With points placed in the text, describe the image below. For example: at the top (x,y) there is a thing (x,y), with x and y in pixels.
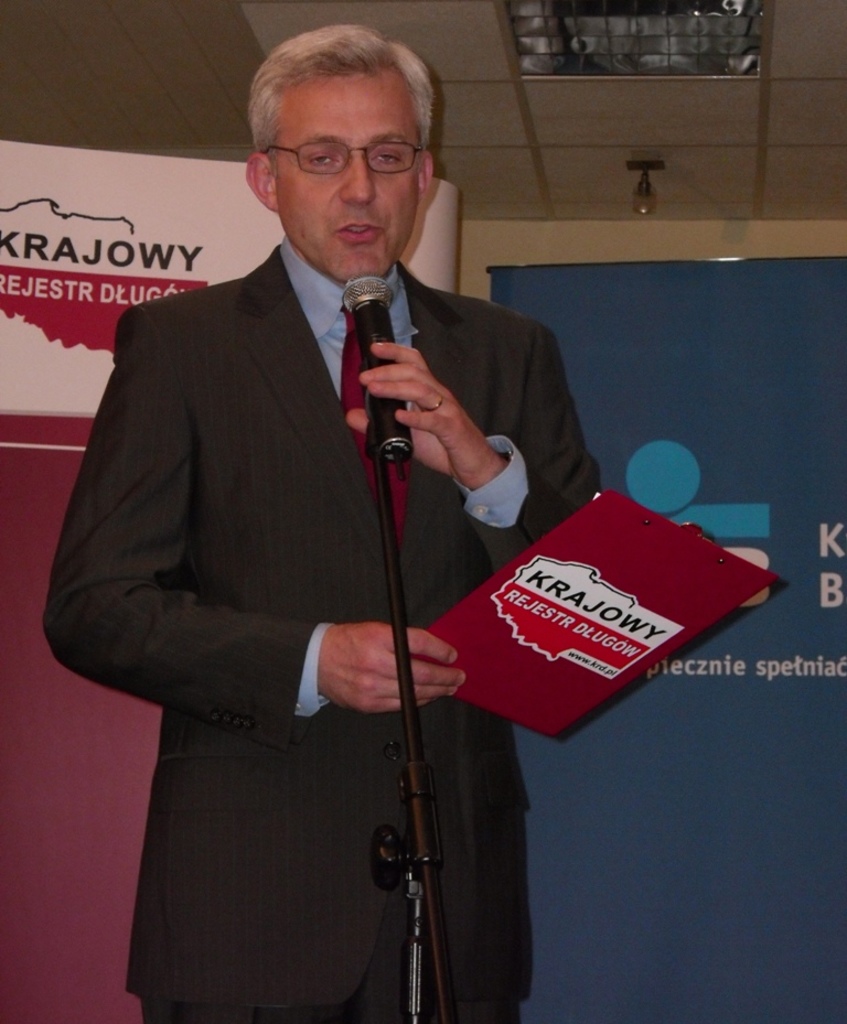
In this image there is a person (443,902) standing and holding microphone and he is talking and he is holding paper (582,558) with his right hand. At the back (7,406) there are hoardings (696,657) and at the top (644,49) there is a light (646,44).
